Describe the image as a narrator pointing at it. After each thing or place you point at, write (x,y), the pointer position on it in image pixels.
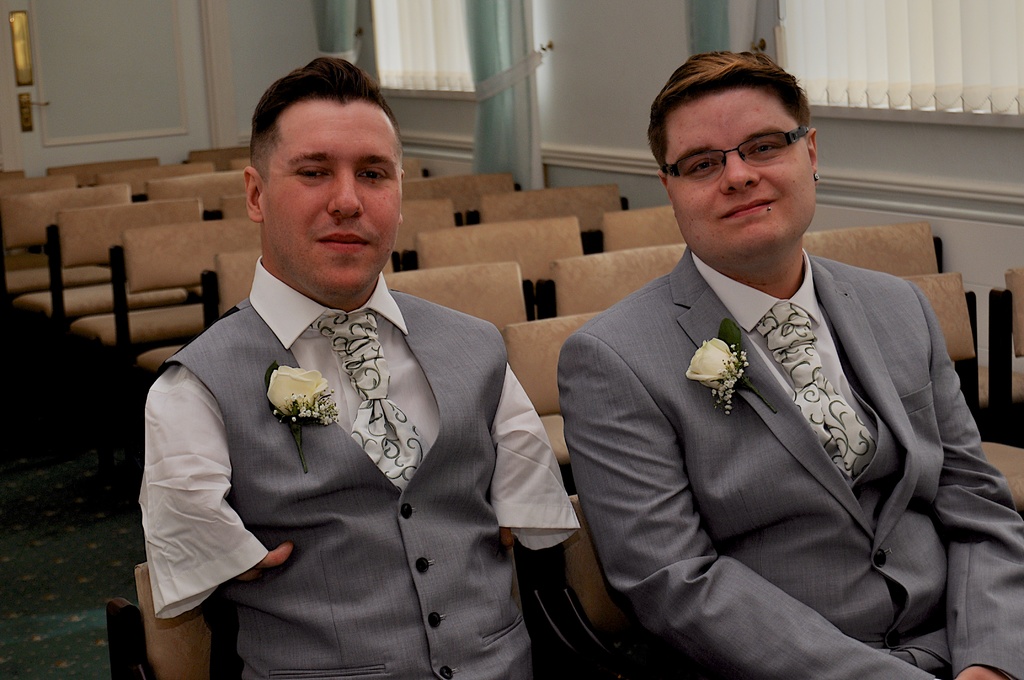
In this picture I can see few people (719,496) sitting on the chairs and I can see few empty chairs (187,209) in the back (123,172) and I can see blinds (431,72) to the windows (930,101).
